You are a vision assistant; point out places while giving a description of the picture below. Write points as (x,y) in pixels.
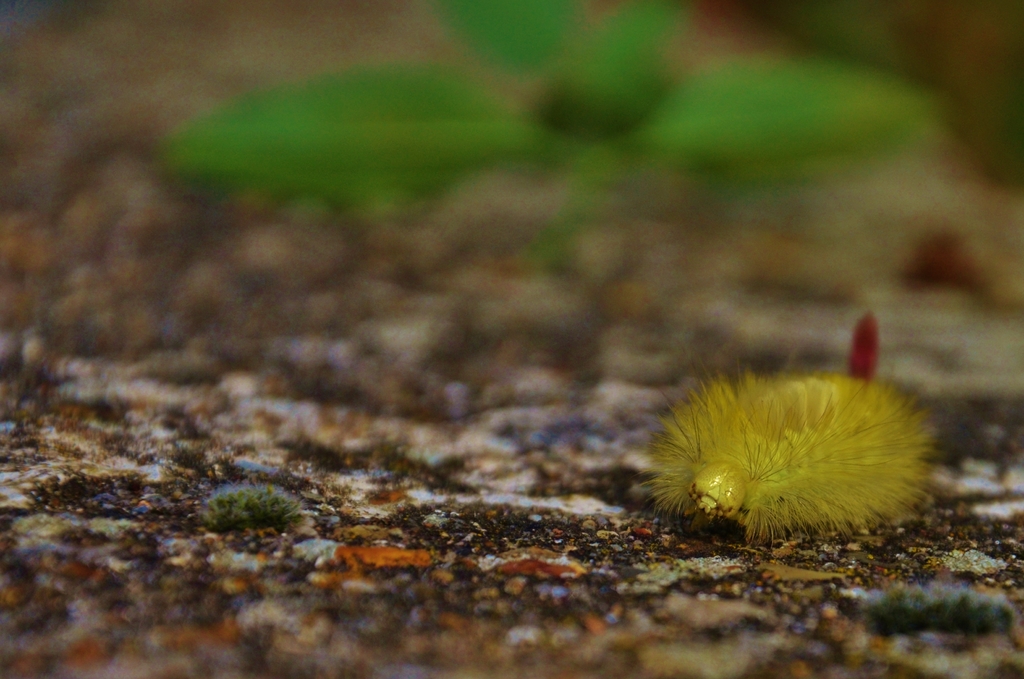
In this image we can see a yellow color insect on the ground (416,341) and the background (803,1) is blurred.
